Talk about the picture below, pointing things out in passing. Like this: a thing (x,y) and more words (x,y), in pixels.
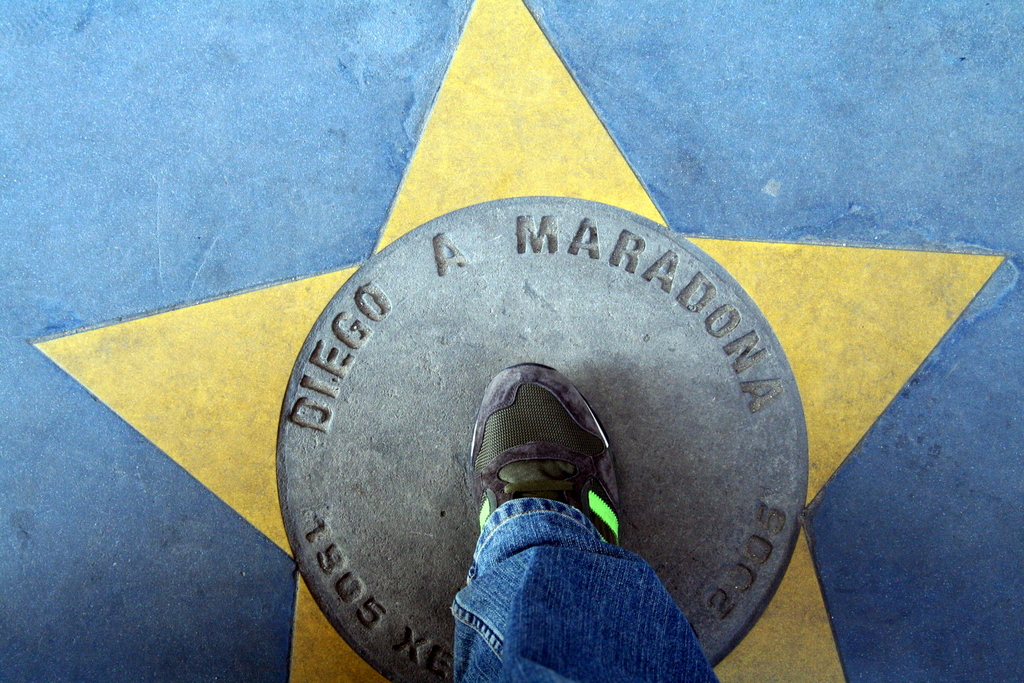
There is one human leg (519,527) is present at the bottom of this image (534,620) and there is a floor (597,169) in the background (296,316).
